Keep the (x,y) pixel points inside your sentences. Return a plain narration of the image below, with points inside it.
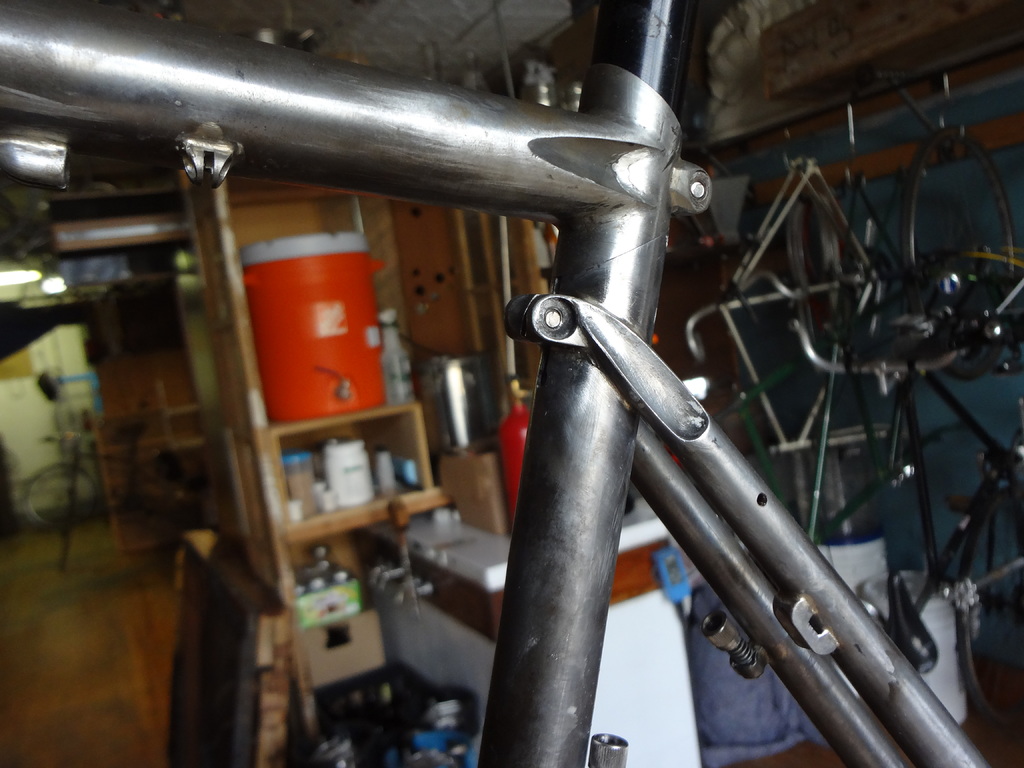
In this image I can see a wooden shelf (292,521) which has some objects (296,497) on it. On the right side (700,458) I can see some metal objects (718,481). I can also see some objects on the floor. The background of the image (97,453) is blurred.
